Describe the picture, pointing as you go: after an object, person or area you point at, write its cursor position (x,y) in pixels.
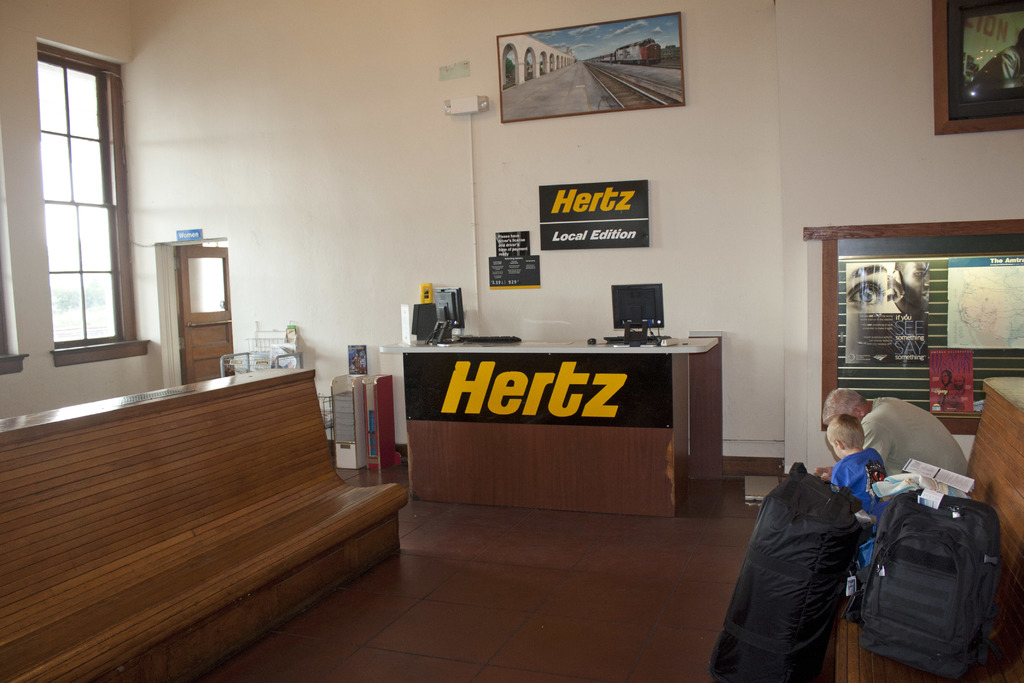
In this image there are people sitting along with luggage bags (898,560) on the bench (1009,616) with the table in front of wall (327,350), also there is a computer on the table (611,491).
